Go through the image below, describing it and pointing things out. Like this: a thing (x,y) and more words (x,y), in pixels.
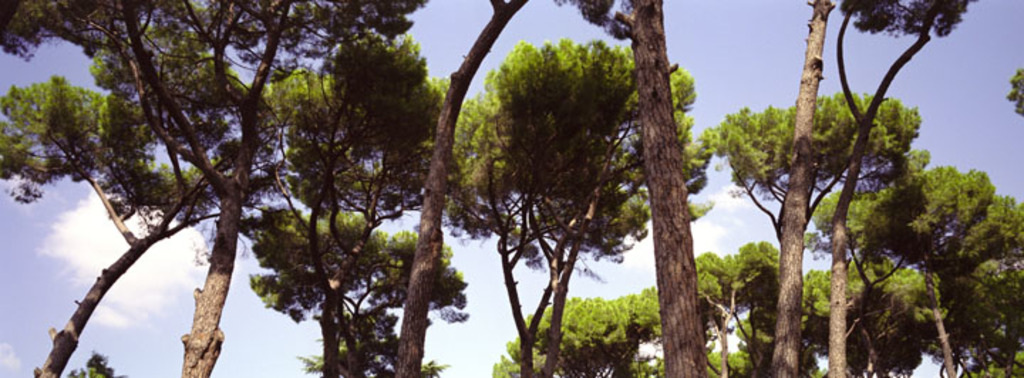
In the foreground of the picture (339,255) we can see trees (443,275). In the background (984,58) there is sky (740,56).
